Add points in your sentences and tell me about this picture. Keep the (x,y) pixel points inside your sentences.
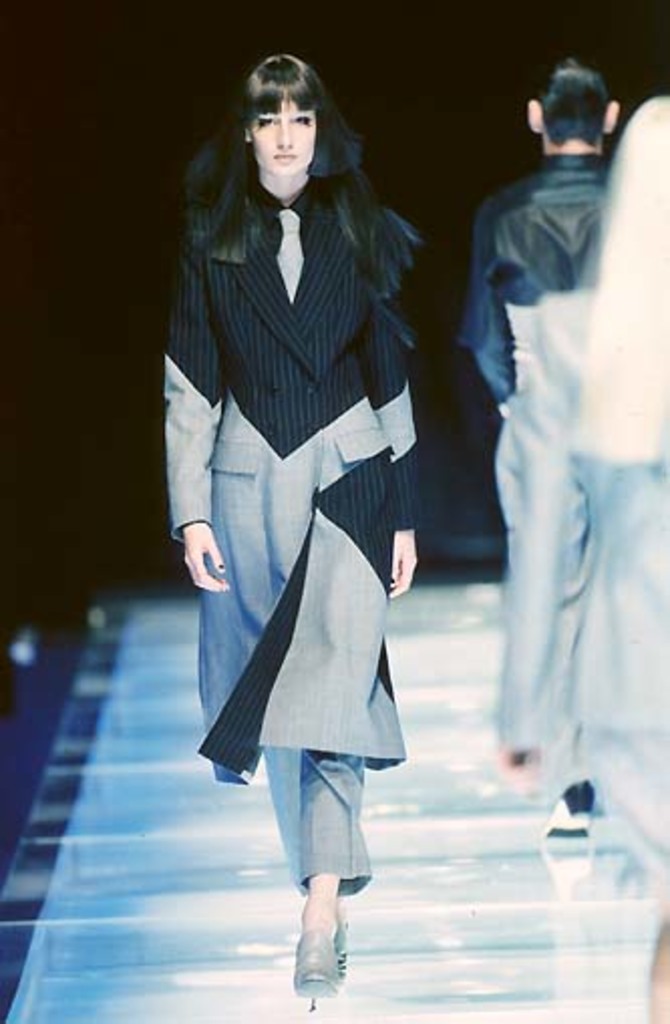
In this image we can see a woman (169,420) is walking on a platform (275,969) and on the right side (647,244) there are few persons (620,676) standing on the platform (579,860). In the background (20,69) the image is dark.
